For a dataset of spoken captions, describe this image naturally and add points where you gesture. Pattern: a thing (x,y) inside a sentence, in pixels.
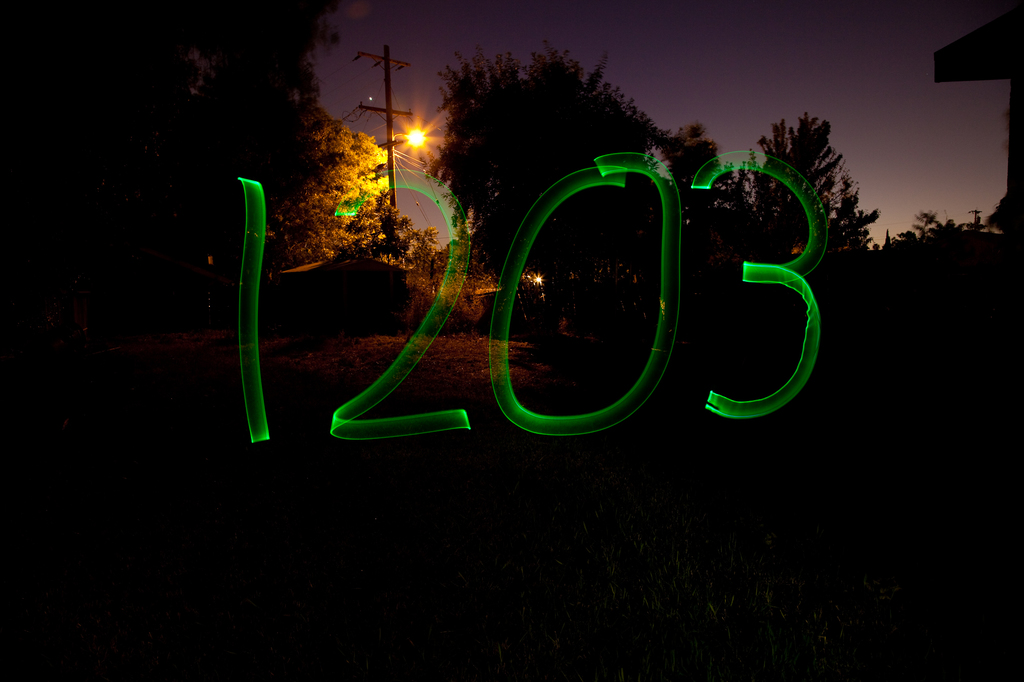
In this picture I can see trees (131,70), pole (378,58) and a light (415,148) and it looks like a building (1019,18) on the right side (1022,115). I can see text (501,352) in the middle of the picture (466,241).
